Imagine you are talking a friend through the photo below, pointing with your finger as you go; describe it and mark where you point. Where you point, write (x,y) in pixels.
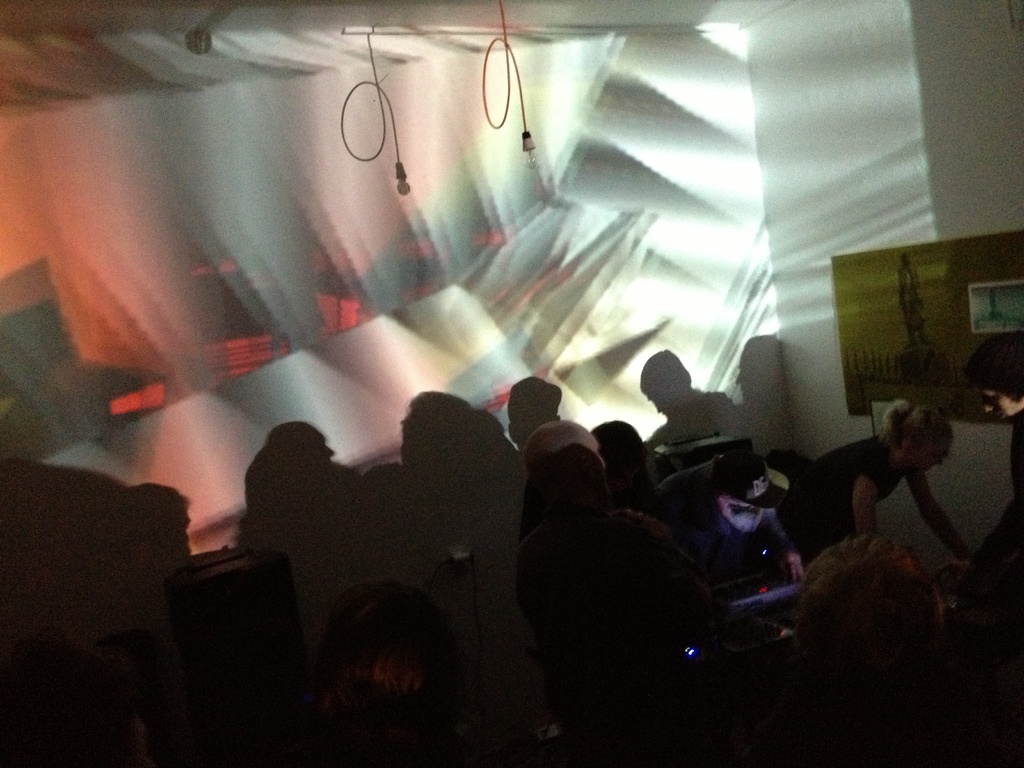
In this image at the bottom (844,585) there are few people (602,586) visible, in the middle (608,272) there is the wall (537,217), on which there is a shadow (305,462), two cables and bulbs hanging on the wall (690,178), on the right side (1013,310) there is a banner (949,265) attached to the wall (754,407).
